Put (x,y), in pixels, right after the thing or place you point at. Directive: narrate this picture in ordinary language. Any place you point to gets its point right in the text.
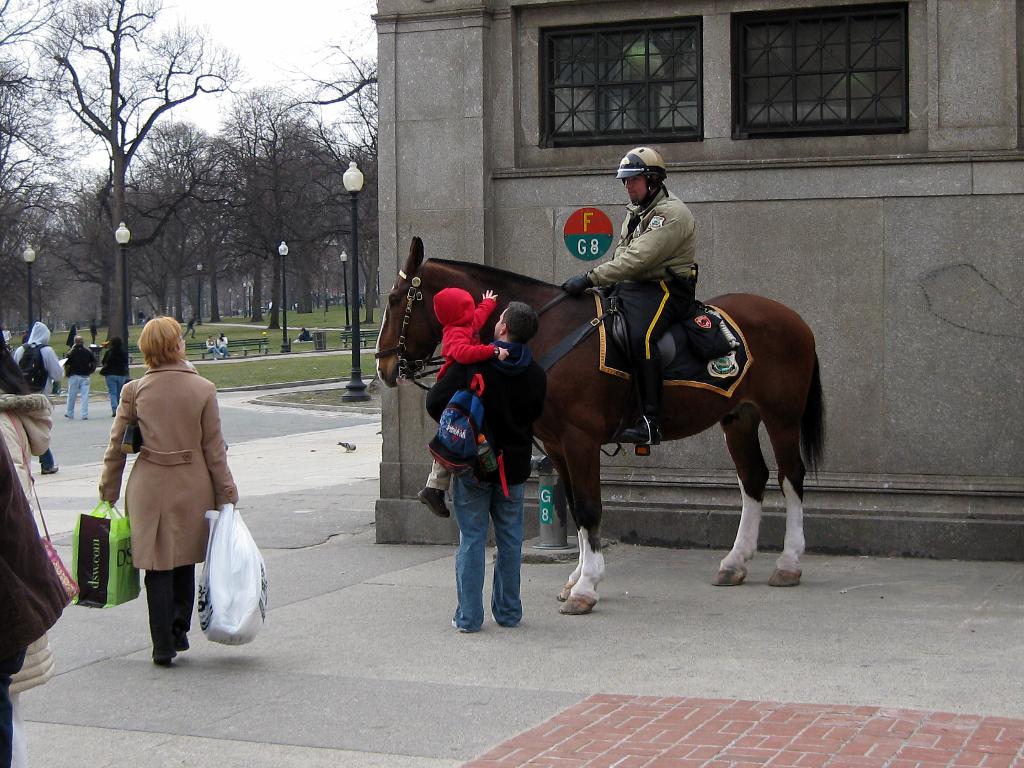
there are group of persons (165,419) in the image and there is a police officer (636,361) who is riding the horse (494,277) and at the left side of the image (211,162) there are trees (241,219).
